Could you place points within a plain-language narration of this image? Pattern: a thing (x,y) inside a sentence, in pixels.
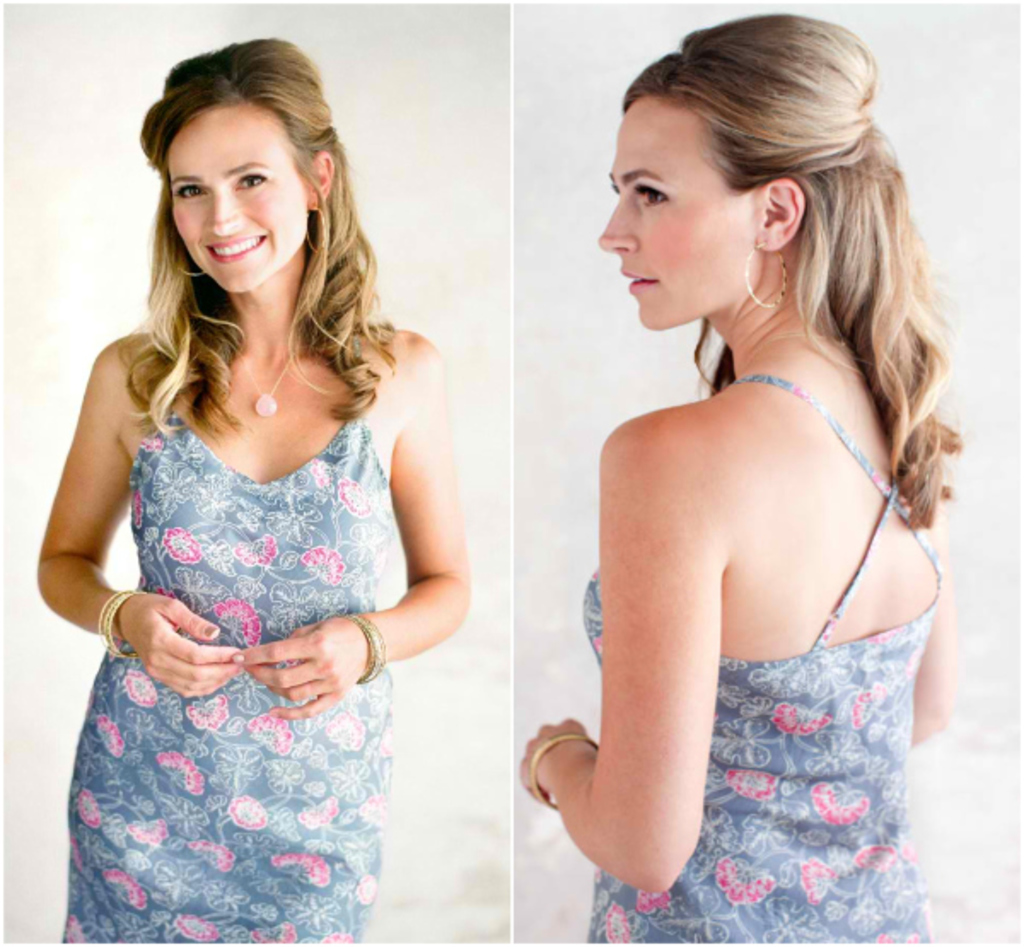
This is an edited collage image, where there is a person (344,361) standing and smiling, and on the other side of the image, there is same person (701,429) standing in different angle, and there is white background (392,140).
